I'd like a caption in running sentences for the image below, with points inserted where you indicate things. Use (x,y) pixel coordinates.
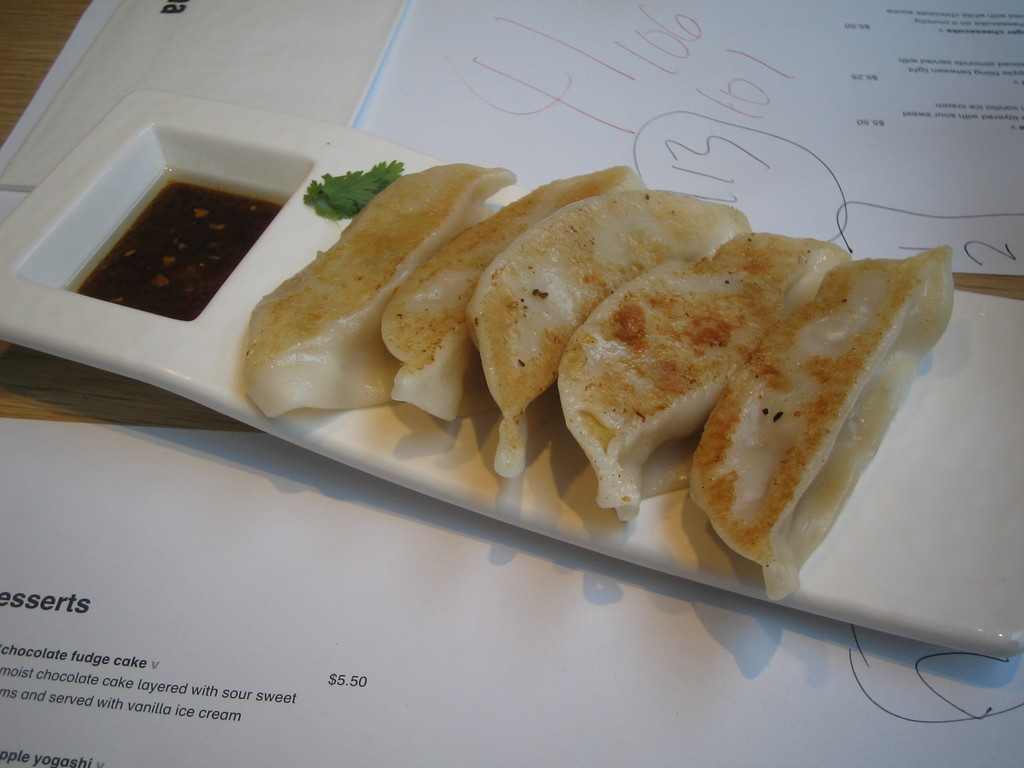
In this image I can see there are food items (518,416) on a white color plate (882,479), at the bottom (244,600) there are papers (235,587).
